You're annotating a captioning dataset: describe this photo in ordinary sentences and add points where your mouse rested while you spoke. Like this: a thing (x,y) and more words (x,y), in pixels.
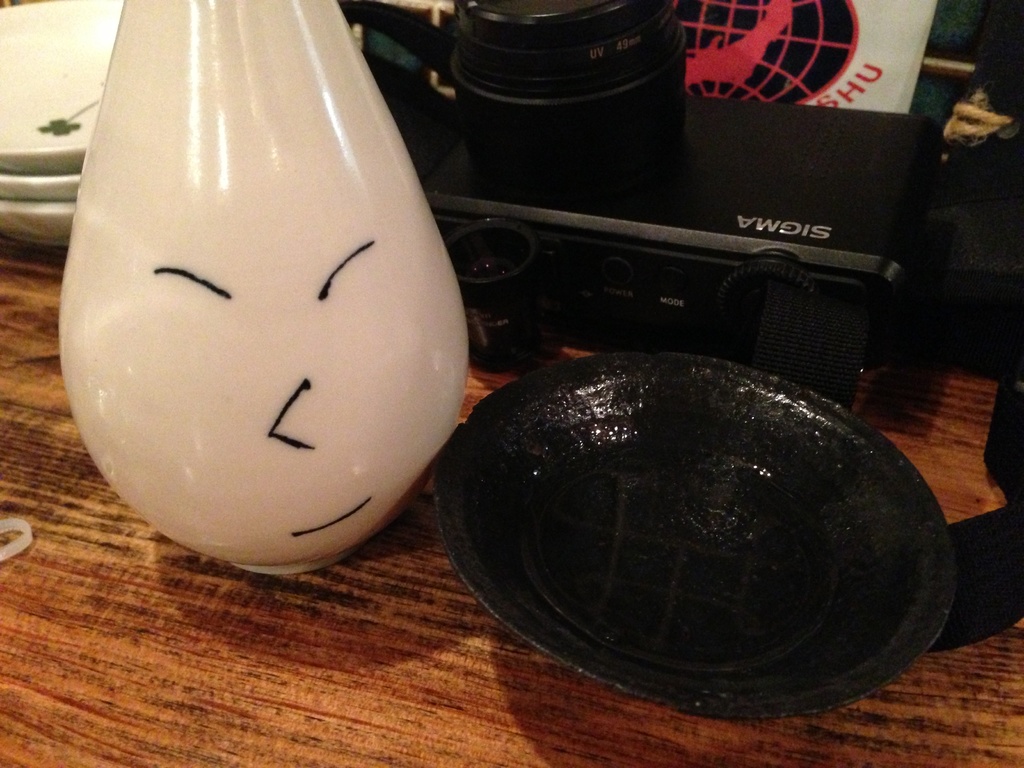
In this image we can see there are few objects (346,498).
